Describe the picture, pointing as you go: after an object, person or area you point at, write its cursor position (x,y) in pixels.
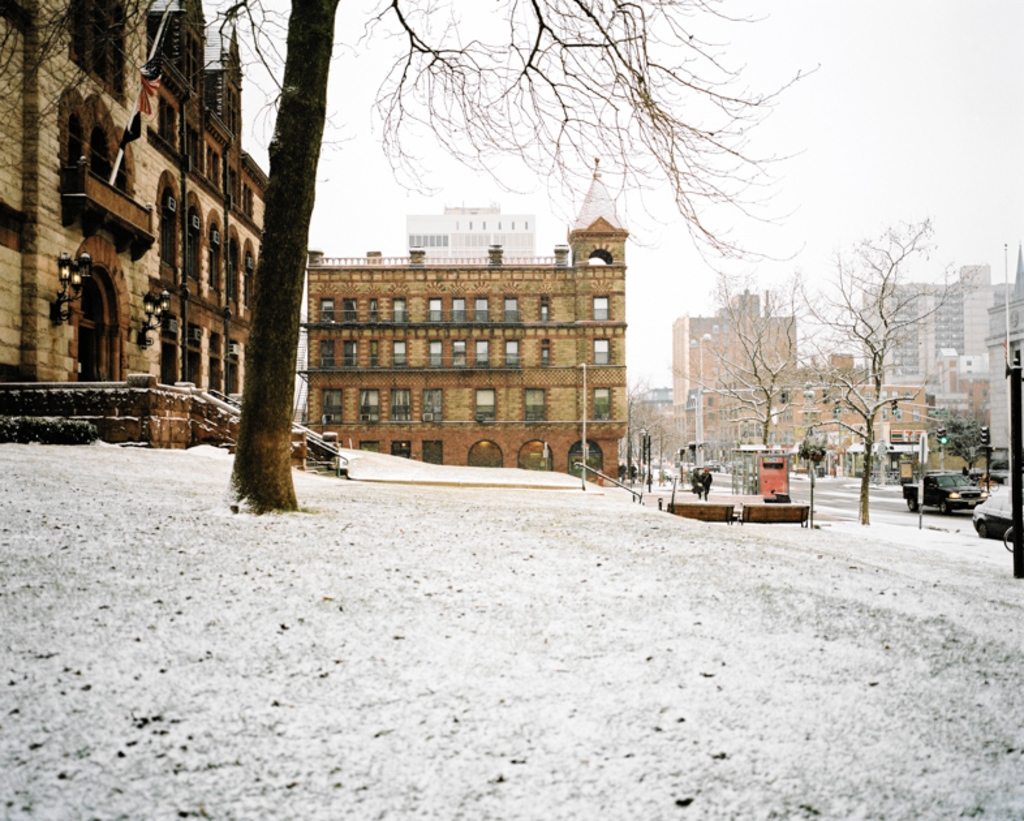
There is a road (844,497) and some vehicles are moving on the road (816,482), on the left side (270,409) there are many dry trees (627,443) and the land (356,553) is covered with a lot of snow (330,480) and behind the trees (255,491) there are plenty of buildings (561,358) with many windows (438,349) and doors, the climate is very cool and breezy.
